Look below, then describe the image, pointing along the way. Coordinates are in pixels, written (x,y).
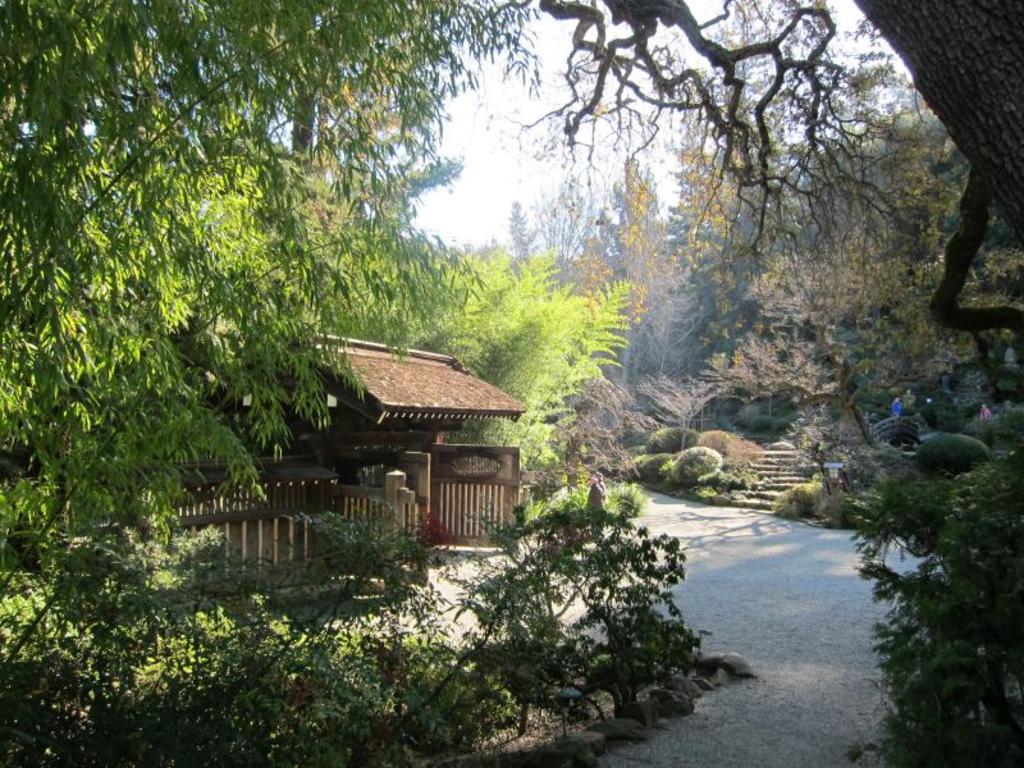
In this image we can see building (476,409), walkway bridge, wooden fences (480,518), bushes (679,576), plants (582,571), trees (367,254) and sky (471,159).
